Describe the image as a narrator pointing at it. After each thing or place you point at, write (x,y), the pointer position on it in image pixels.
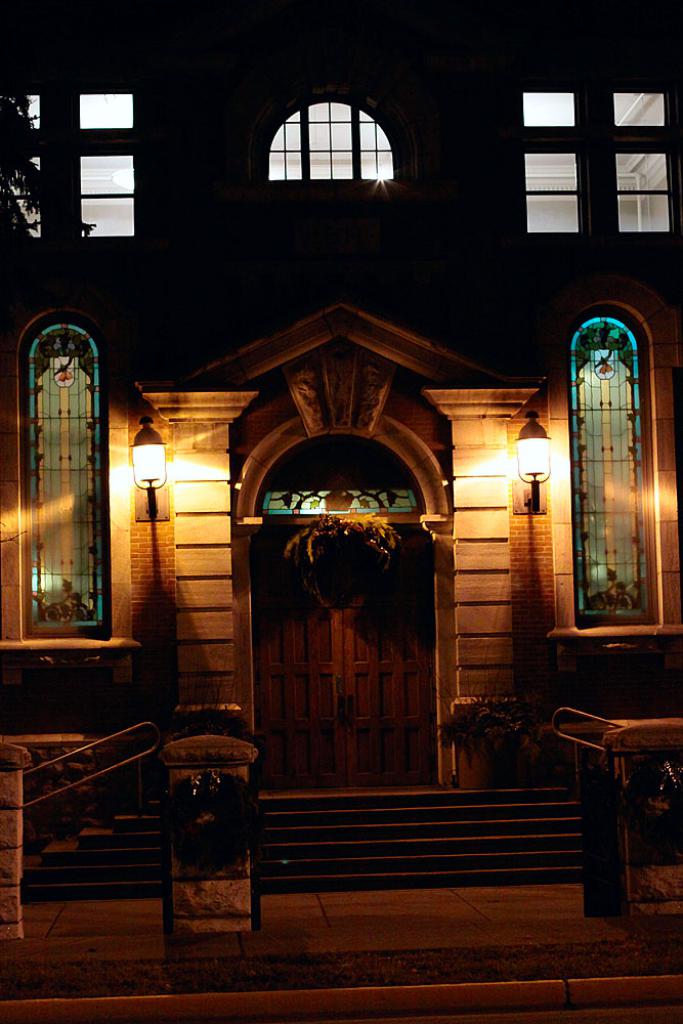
This picture is clicked outside. In the center (454,489) there is a building (294,215) and we can see the stairs (409,832), ground (261,933), wall lamps (528,472), door (350,660) and windows (589,532) of the building (245,195) and some other items (669,767).
